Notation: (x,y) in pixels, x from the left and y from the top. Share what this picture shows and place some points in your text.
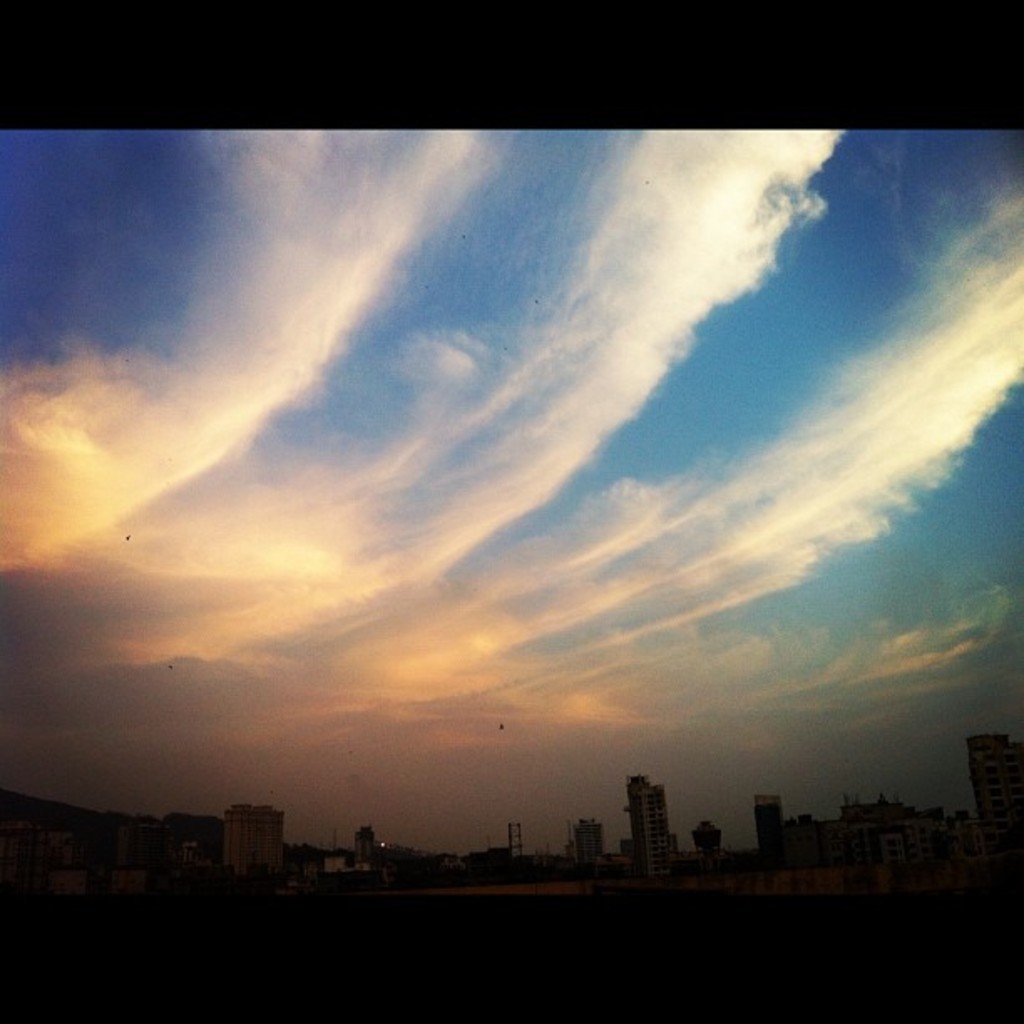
In the image there are buildings (695,840) in the background (615,827) and above its sky (395,466) with clouds (513,350).
